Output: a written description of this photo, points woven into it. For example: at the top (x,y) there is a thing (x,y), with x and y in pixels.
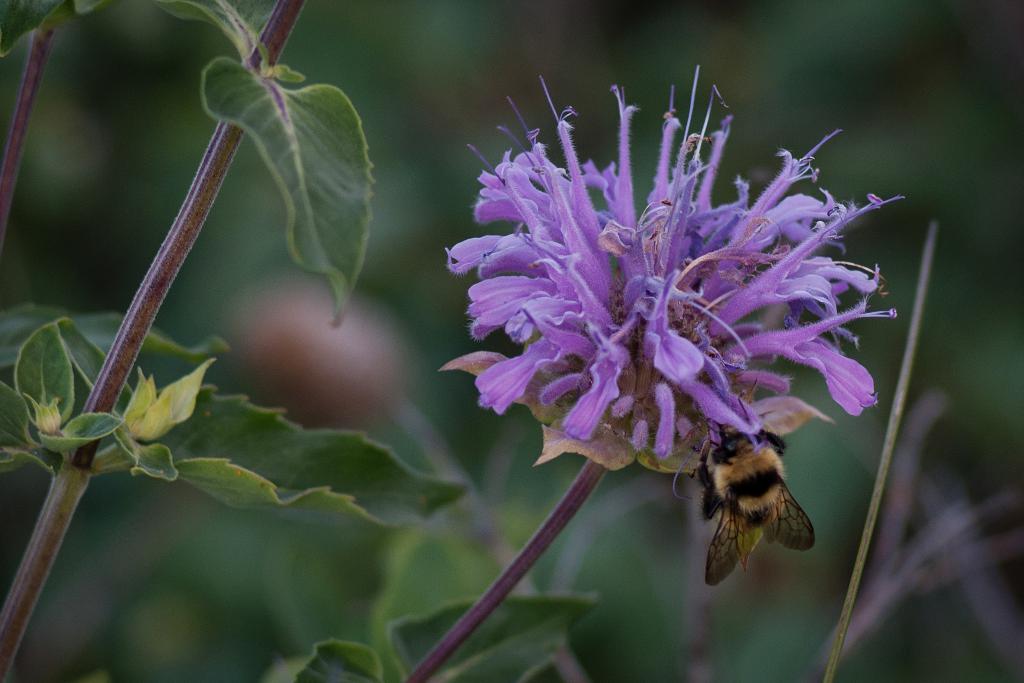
In this image I can see there is a bumblebee (744,450) on the brinjal color flower (692,305). On the left side (259,457) there is a plant (105,351).
